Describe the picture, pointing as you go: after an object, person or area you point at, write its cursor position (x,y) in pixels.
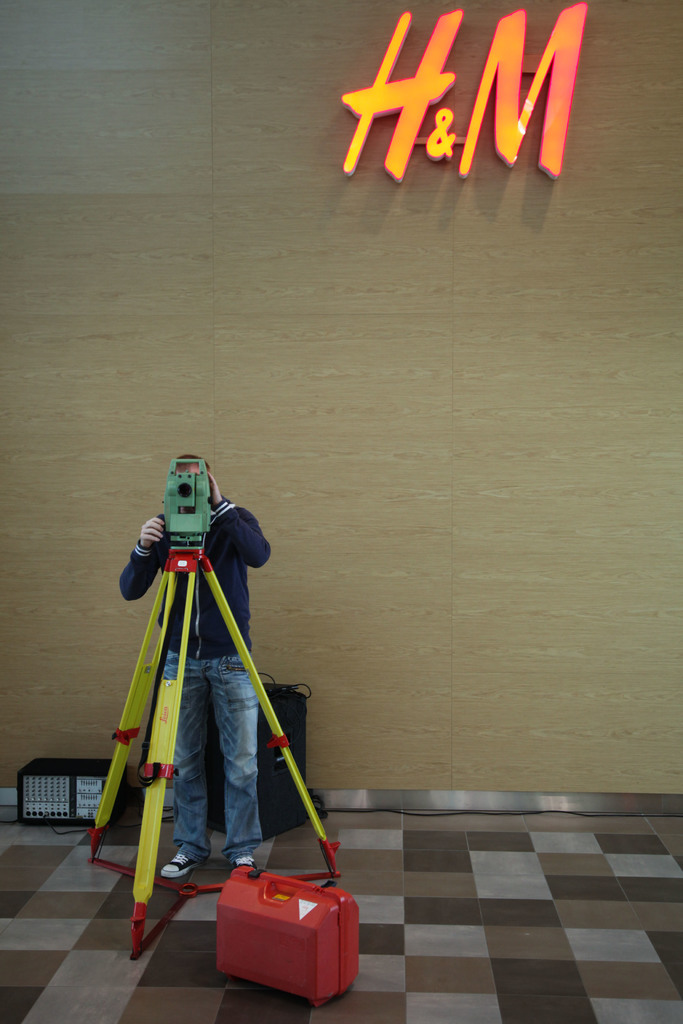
On floor (320,863) there is a red suitcase (301,935). This man (230,733) is standing and holding a camera (176,533) with stand (152,670). These are electronic devices (94,801).
